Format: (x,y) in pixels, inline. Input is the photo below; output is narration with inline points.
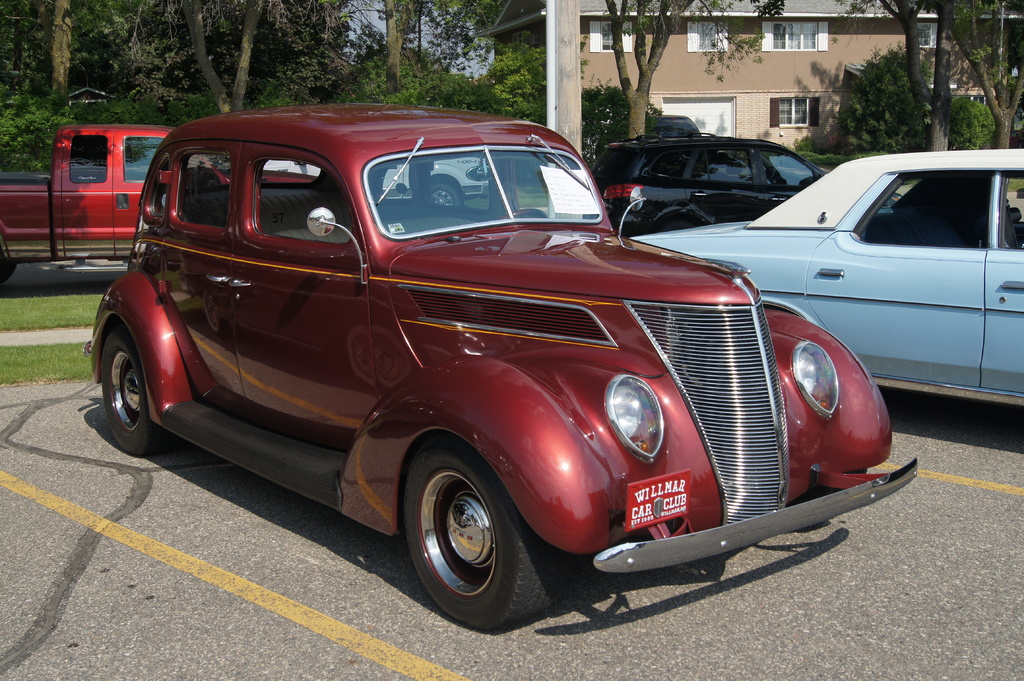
In this image I can see four vehicles (456,245) and in the center (550,311) there is a maroon color car (541,297). In the background (727,55) there is a building (708,46) and trees (308,48).
